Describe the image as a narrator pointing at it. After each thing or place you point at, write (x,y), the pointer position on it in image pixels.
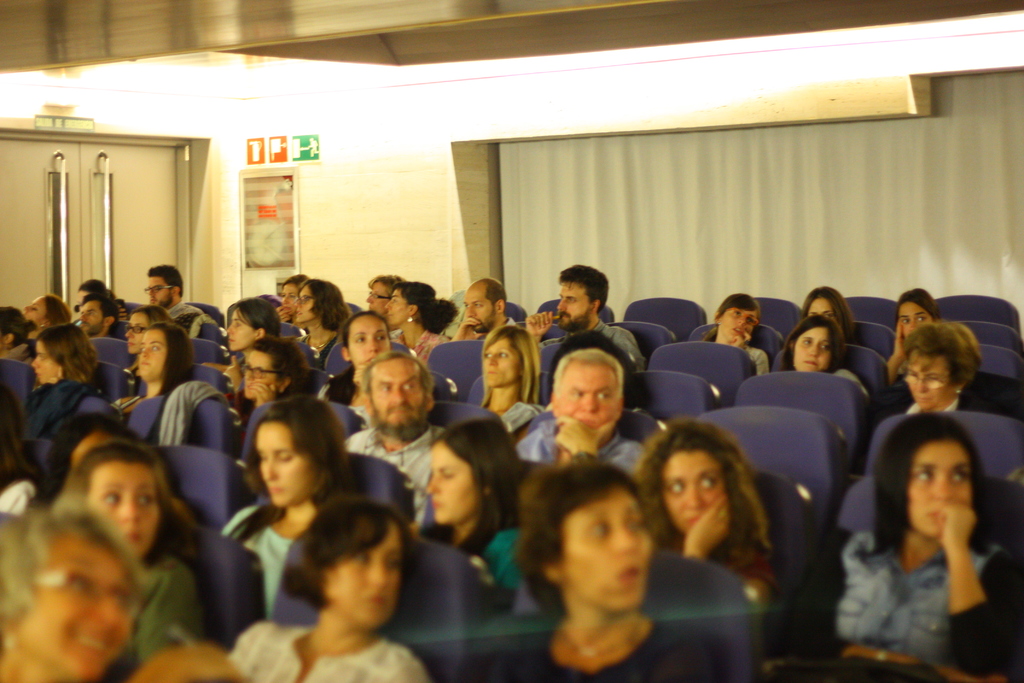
In this image there are few people (479,310) sitting on the chairs (698,395). At the top (356,86) there is ceiling (71,58) with the lights (145,75). On the left side (99,167) top there is a door (78,201). On the right side (816,222) there is a curtain (824,197) in the background (824,197). In the middle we can see there are symbol boards (281,160) attached to the wall (287,165).
